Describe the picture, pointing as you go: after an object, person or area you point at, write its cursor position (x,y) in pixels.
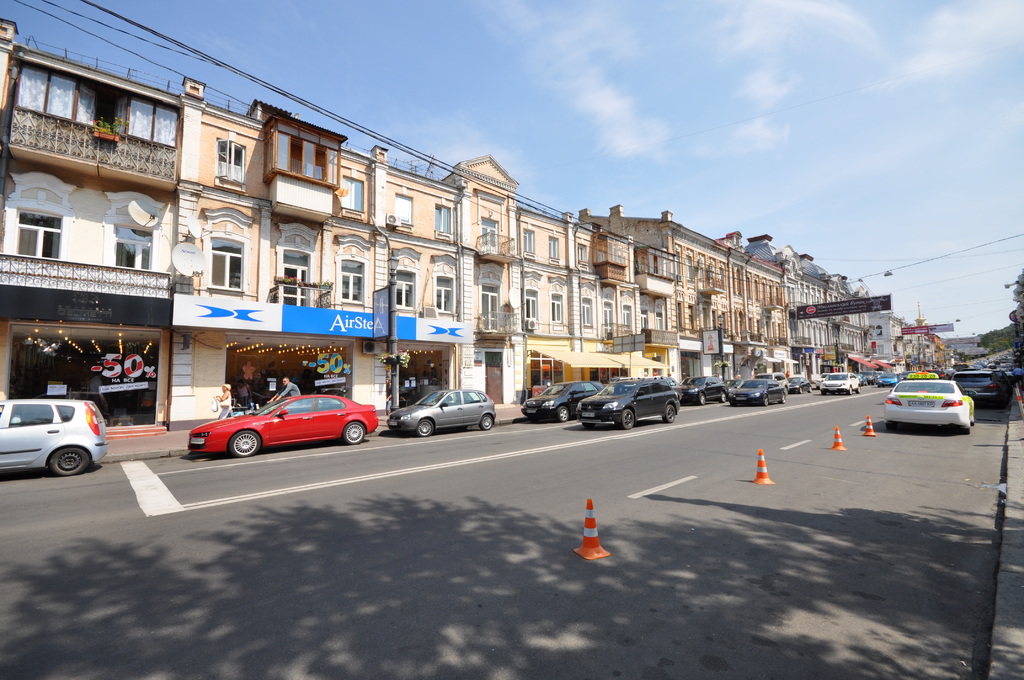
In this image we can see cars (661,399), traffic cones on the road (568,515). In the background (408,301) we can see buildings (282,300), sky (382,104) and clouds (590,120).
